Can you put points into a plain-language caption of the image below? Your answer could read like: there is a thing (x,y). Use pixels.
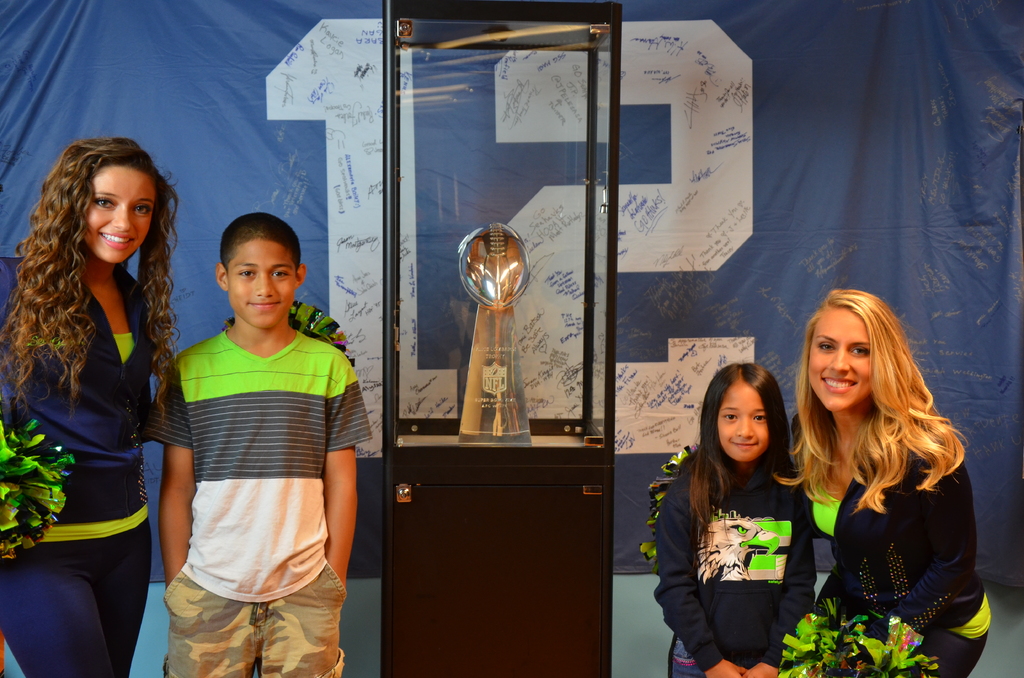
In this picture we can see four persons (102,166) smiling and beside to them we can see a trophy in a box (596,198) and in the background (573,83) we can see a banner (94,75).
